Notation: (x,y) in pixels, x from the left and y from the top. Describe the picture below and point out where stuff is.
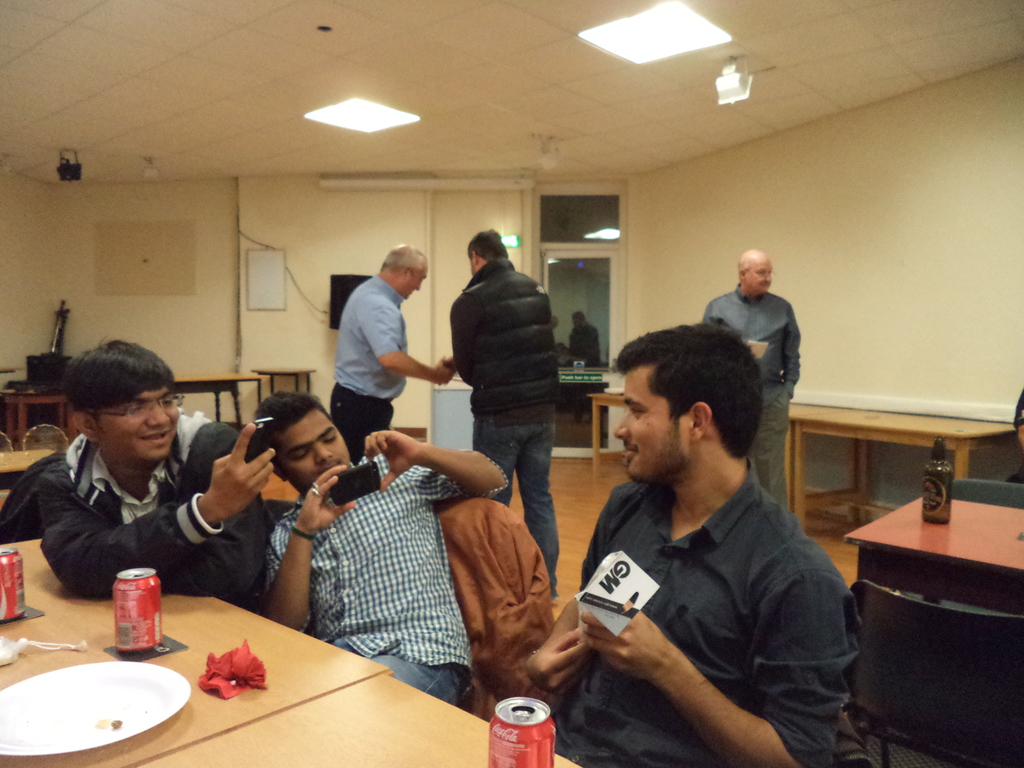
In this picture there are a group of people (353,513) sitting here and they have a table (166,664) in front of them some coke cans (119,641) on it and the background (391,370) that people (545,305) standing.
